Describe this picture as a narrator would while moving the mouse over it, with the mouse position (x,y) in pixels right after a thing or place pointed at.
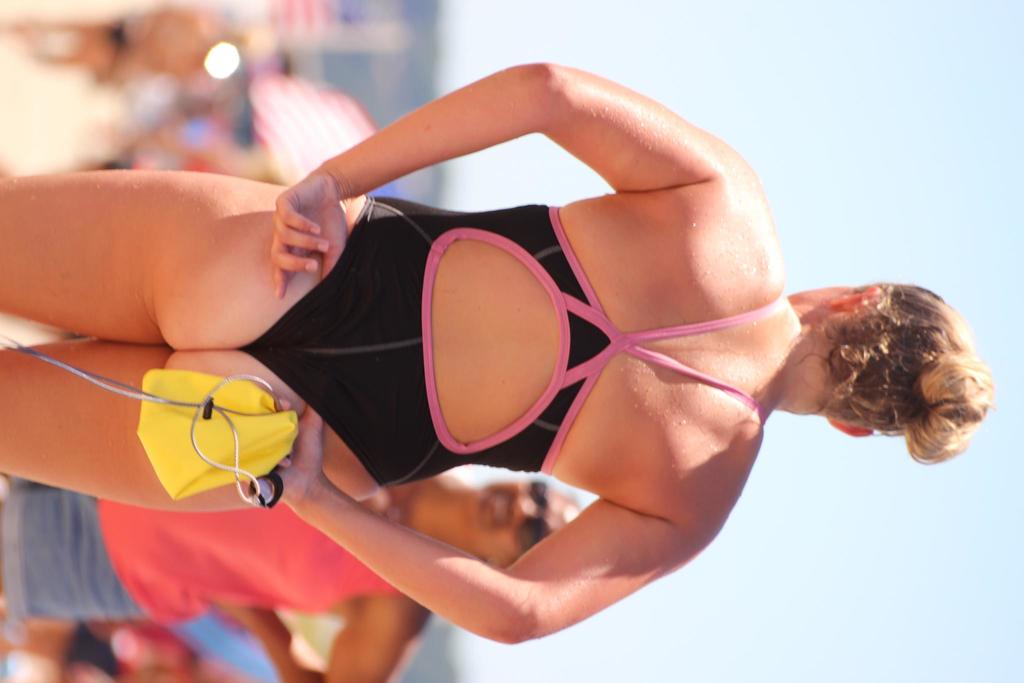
In the center of the image (425,294), we can see a person (393,431) holding some objects (212,457) and in the background (253,588), there are some other people (209,79). At the top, there is sky (847,161).
